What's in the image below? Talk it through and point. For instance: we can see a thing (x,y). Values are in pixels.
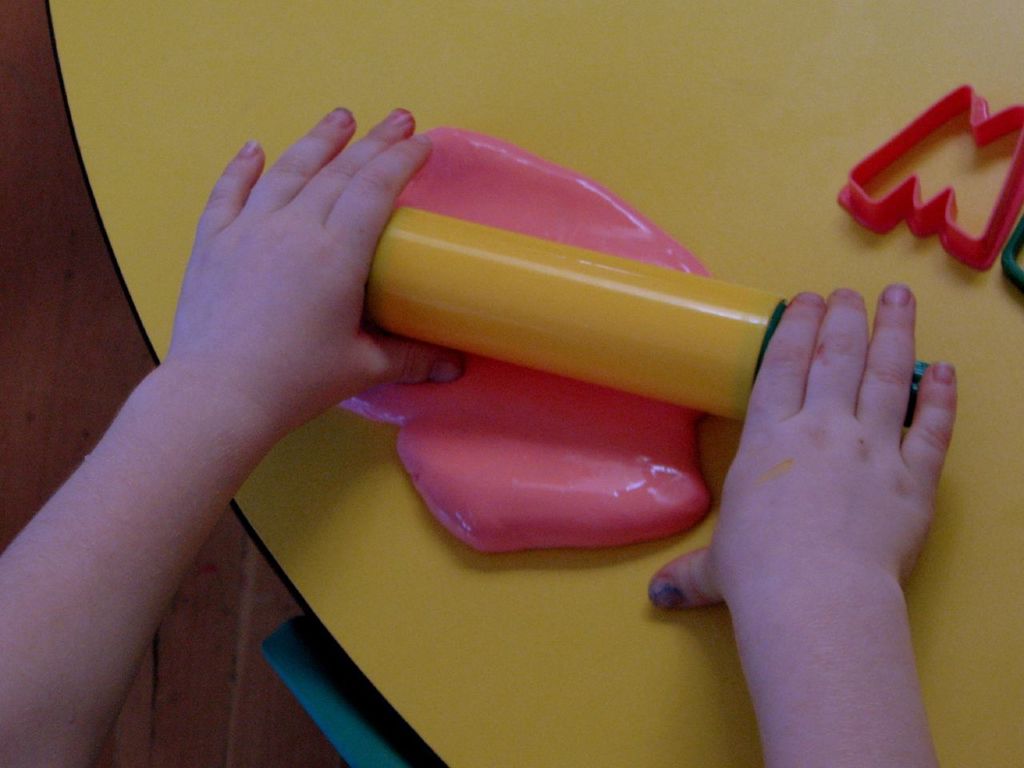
In this image we can see a person (332,215) playing with a clay (442,429). On the table (801,46) we can see moulds (904,212). In the background (51,301) there is a floor (59,363).
